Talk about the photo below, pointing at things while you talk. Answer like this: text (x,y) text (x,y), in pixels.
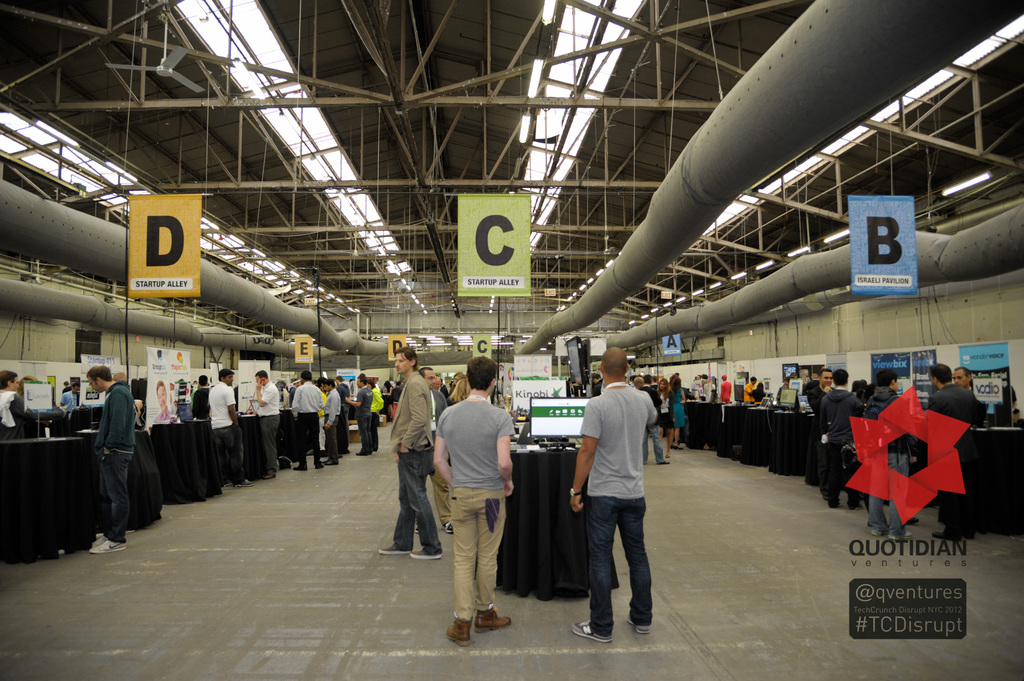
In this image we can see some group of persons (419,466) standing near the desks (536,501) on which there are some computers (576,431), objects (520,445) and top of the image (32,224) there are some vents (32,224), pipes (211,290), rods (424,175), ceiling fans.
